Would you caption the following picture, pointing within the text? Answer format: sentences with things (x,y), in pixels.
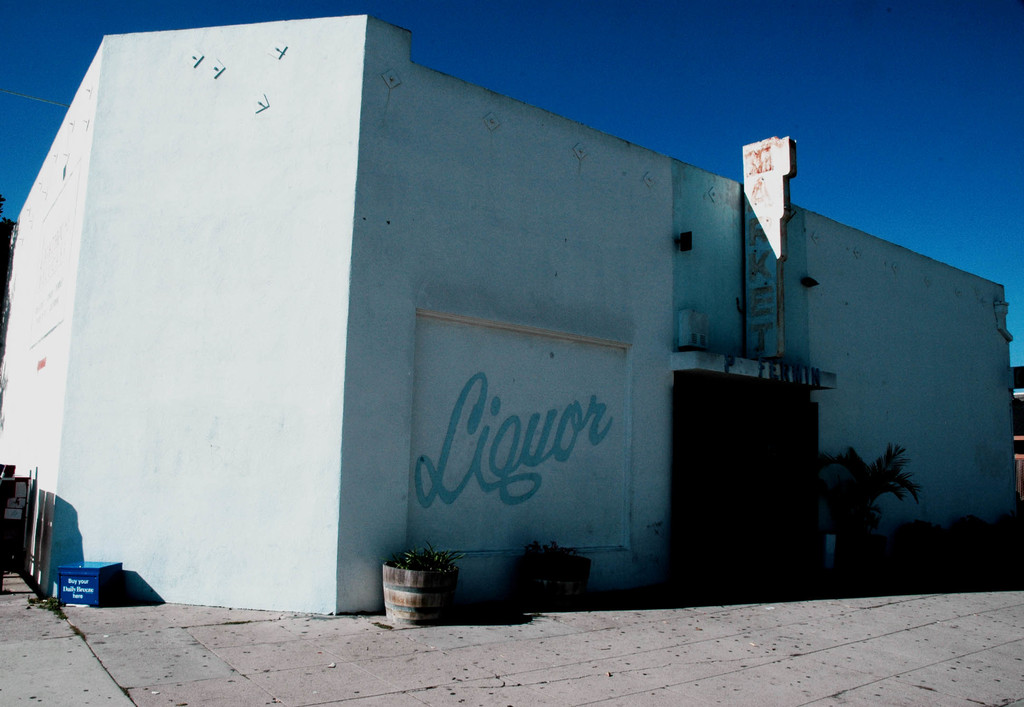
In this picture, we see a wall (277,363) in blue color. On the wall (469,456), it is written as "Liquor". Beside that, we see flower pots (548,556). On the left side (107,584), we see a box (98,590) in blue color. At the top of the picture (706,86), we see the sky (892,109), which is blue in color.
